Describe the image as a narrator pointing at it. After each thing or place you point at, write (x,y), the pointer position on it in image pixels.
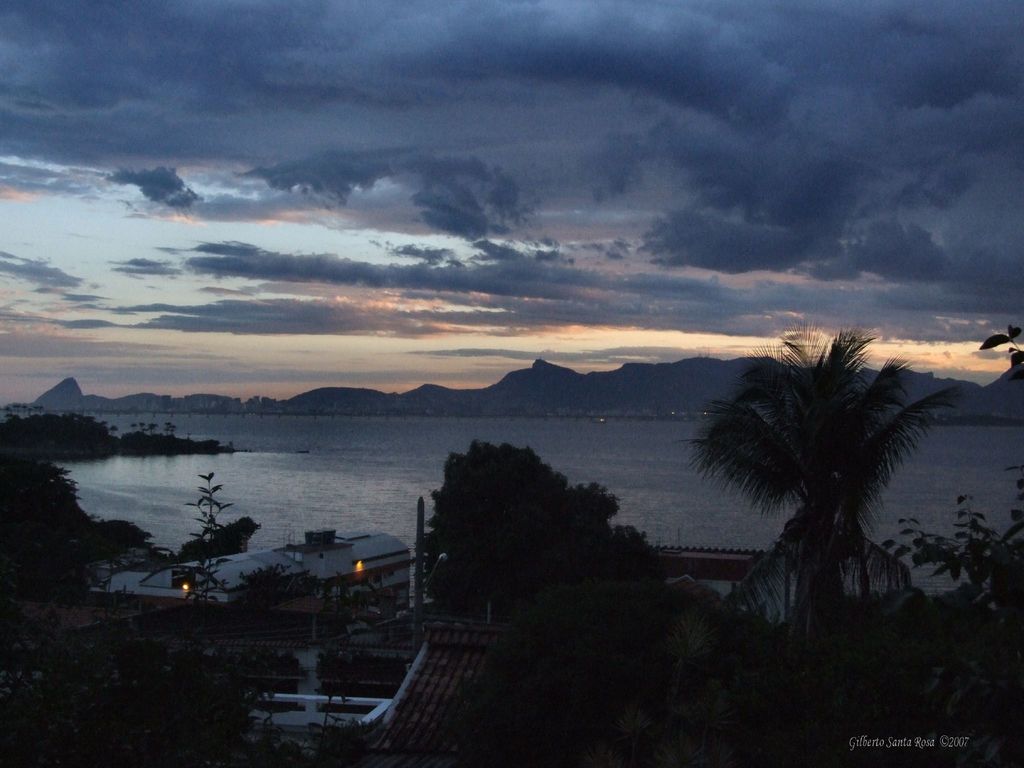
In the foreground of the picture (457,589) there are trees (306,597), buildings (408,670) and lights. In the center of the picture (376,472) there is a water body (308,439). In the background (432,415) there are hills (707,381). At the top (442,135) it is sky (645,177), sky (479,207) is partially cloudy.
